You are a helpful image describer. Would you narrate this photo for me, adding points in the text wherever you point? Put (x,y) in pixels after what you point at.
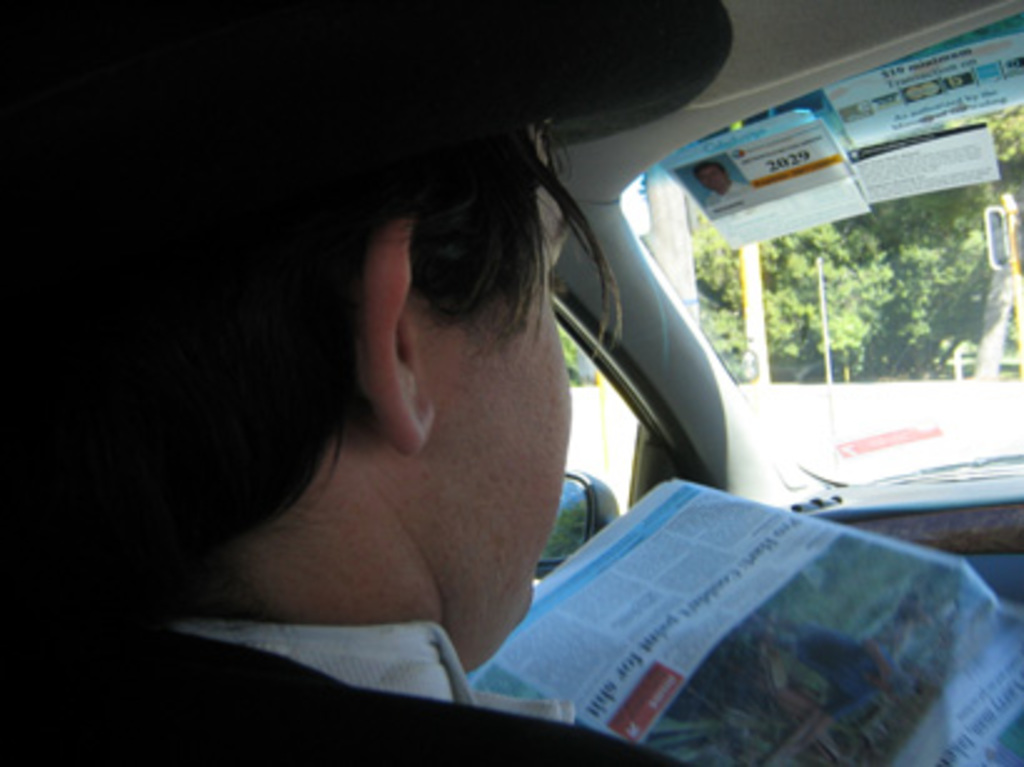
In this picture we can see a person (283,601) inside of a vehicle (738,463), here we can see a newspaper (532,679), posters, mirror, windscreen wiper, through windscreen (832,443) we can see trees (824,373).
